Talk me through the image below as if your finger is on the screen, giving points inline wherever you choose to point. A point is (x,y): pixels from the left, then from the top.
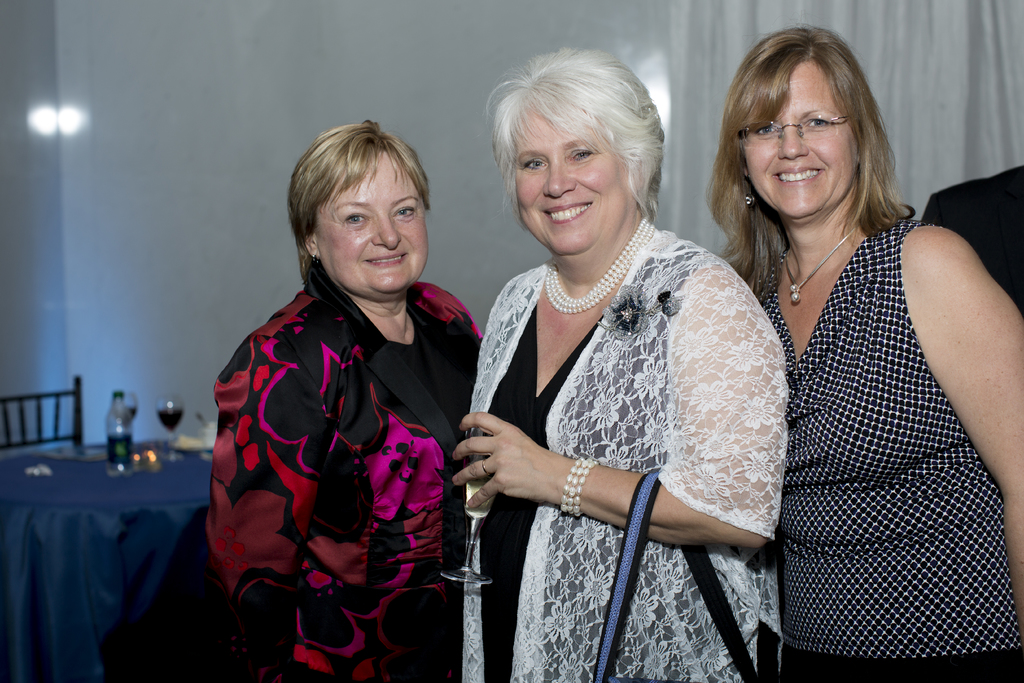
In this image we can see three women (892,384) are standing. We can see a table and chair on the left side of the image (52,489). On the table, we can see bottles (118,417), glasses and some objects (158,452). In the background (293,103), we can see a wall (363,78) and a curtain (950,47). There is a person (990,225) on the right side of the image (990,225). One woman (659,250) is holding glass (473,486) and carrying a bag (633,536).
